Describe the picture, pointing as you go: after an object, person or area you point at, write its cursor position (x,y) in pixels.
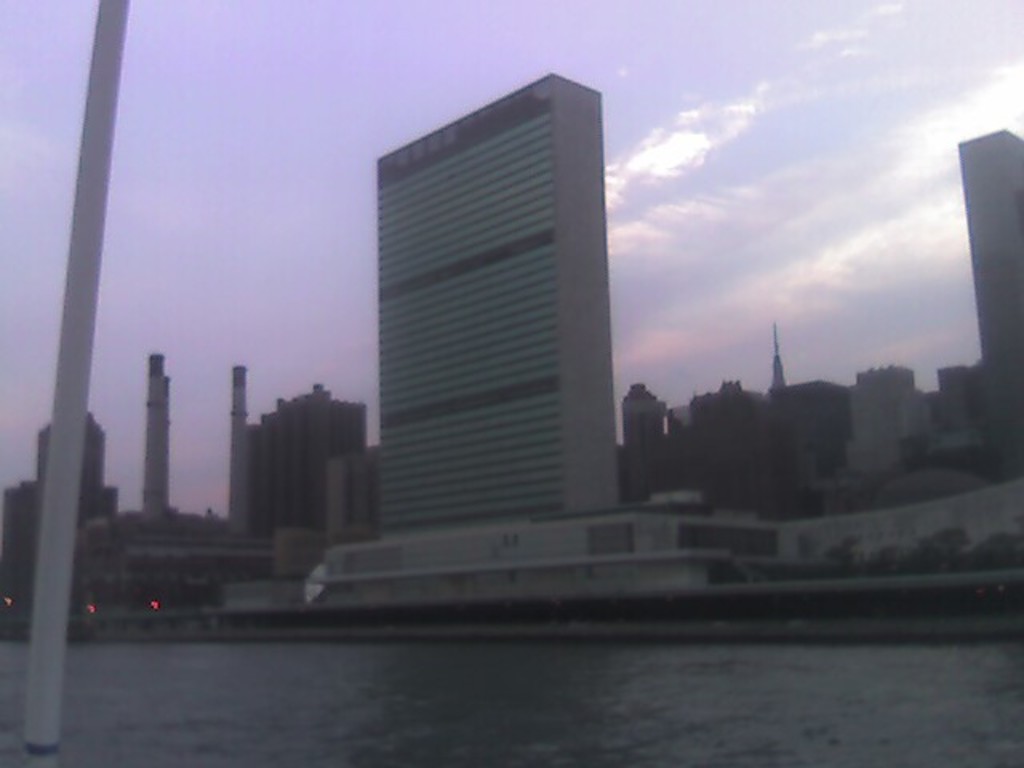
In this image I can see the water (302,694) and a white colored pole (94,86) and in the background (280,570) I can see few buildings (456,413), few trees (949,535), few lights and the sky (257,148).
